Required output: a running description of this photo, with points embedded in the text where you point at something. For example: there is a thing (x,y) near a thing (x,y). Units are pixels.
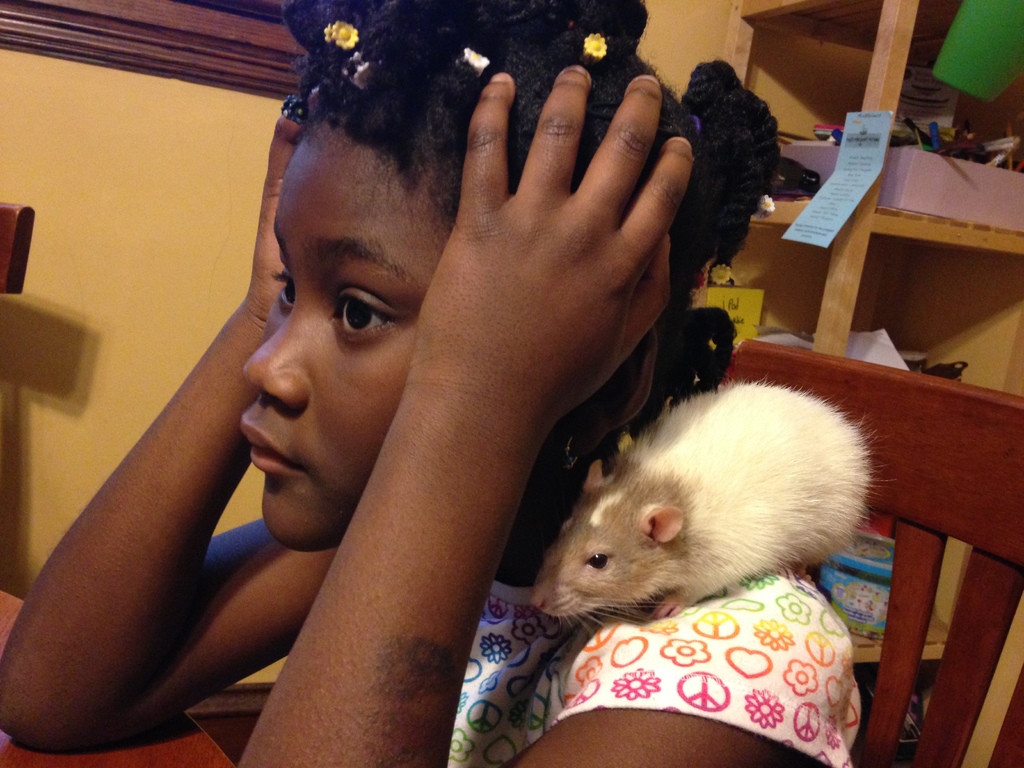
There is a girl (349,349) sitting in a chair (895,491) holding her head (367,481) with her hands (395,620). She placed her arms (89,711) on the table (96,757). There is a rat (698,541) on her shoulder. In the background (834,200) there is a cupboard (872,39) and a paper (858,127) was stuck. In the background (120,209) there is a wall (155,261).
